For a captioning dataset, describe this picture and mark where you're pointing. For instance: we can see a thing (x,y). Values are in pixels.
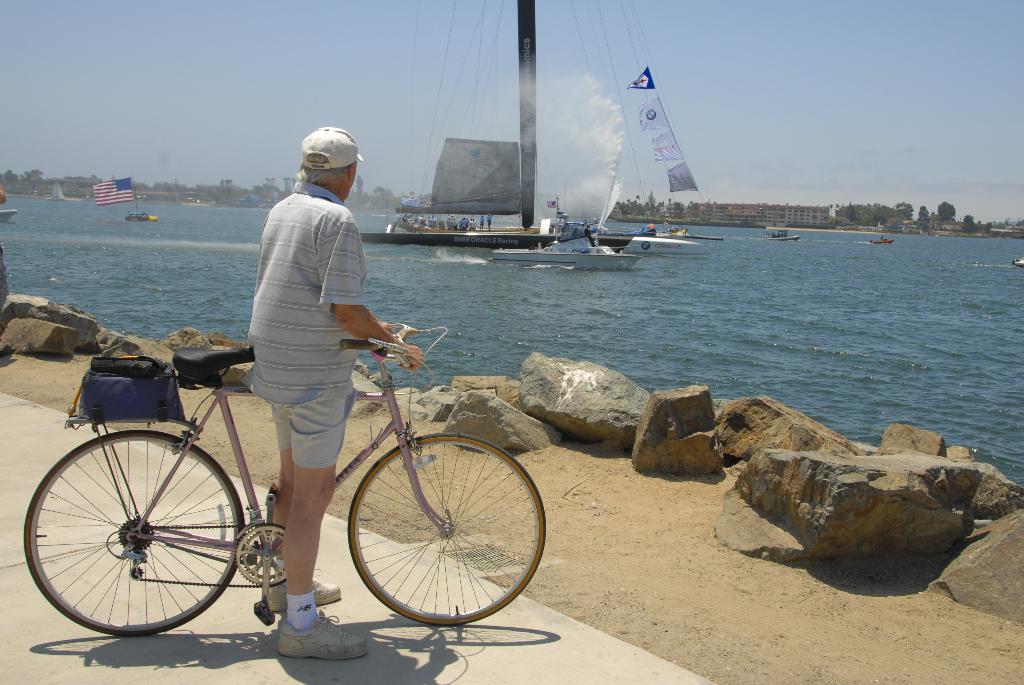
In this picture we can see a old man (342,412) holding a bicycle (348,347) who is wearing a short (307,412) and shirt (311,357) and in front of him there are some stones (528,384) and a sea (744,238) in which there is a boat (452,240).
